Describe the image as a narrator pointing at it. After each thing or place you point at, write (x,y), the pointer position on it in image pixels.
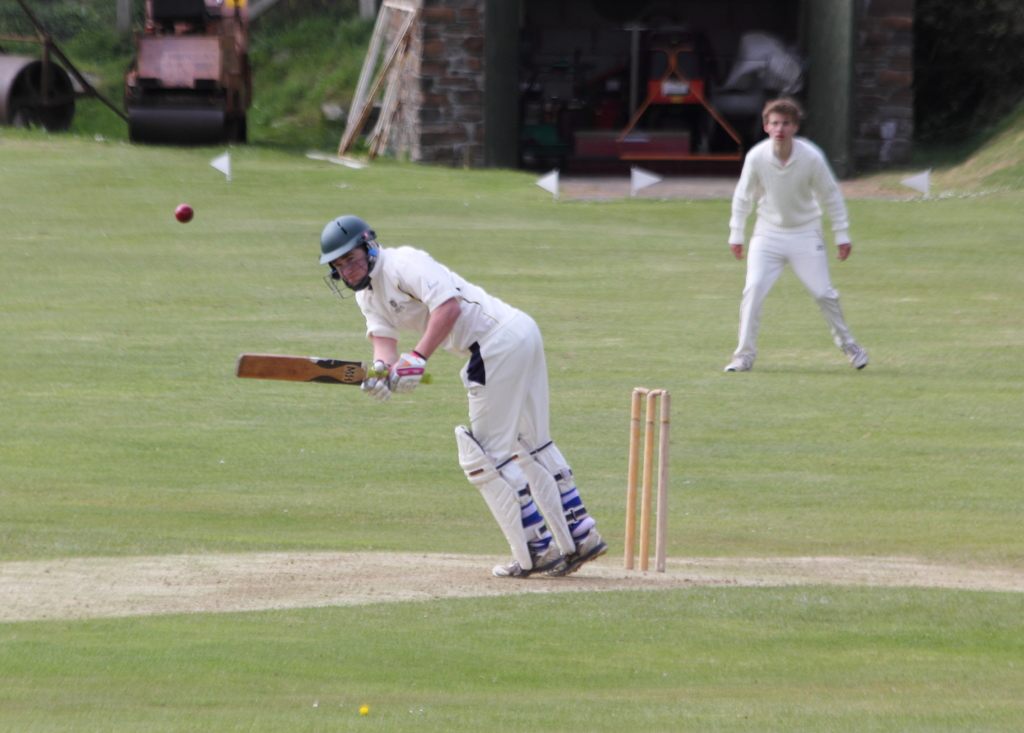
In this image I can see person (392,361) is holding bat (333,381) and wearing white dress (494,344) and a helmet (340,227). We can see person (778,260) and wickets (648,449). We can see a red color ball (178,209). Back Side I can see vehicles (660,93) and grass (289,145).
